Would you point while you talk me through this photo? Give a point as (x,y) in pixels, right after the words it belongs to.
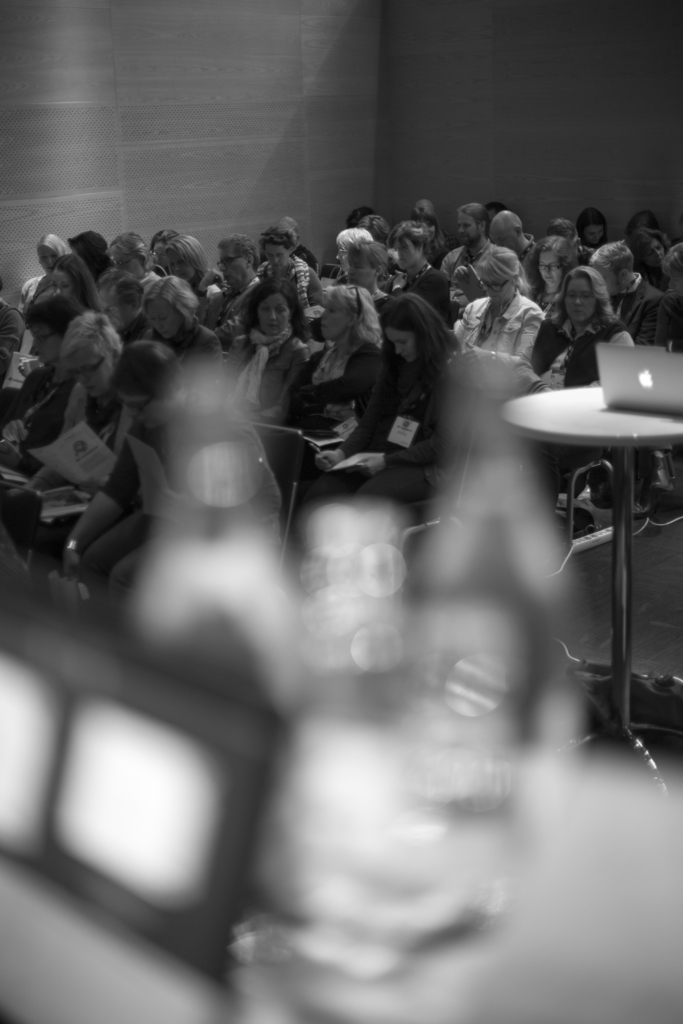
There is a group of people (541,382) who are sitting on a chair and they are reading papers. Here we can see a laptop (617,402) which is placed on this table (606,435) which is on the right side (576,409).
